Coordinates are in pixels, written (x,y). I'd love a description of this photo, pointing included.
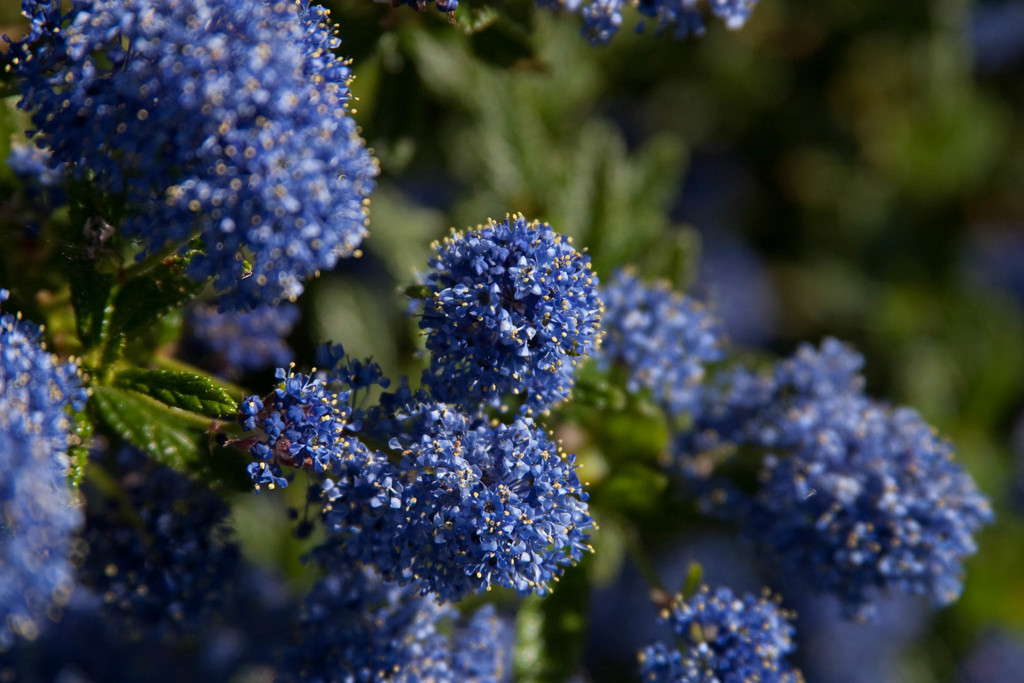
In this picture, we see plants (330,174) which have flowers (224,244) and these flowers (407,567) are in blue color. In the background (583,195), it is green in color. This picture is blurred in the background (563,143).
